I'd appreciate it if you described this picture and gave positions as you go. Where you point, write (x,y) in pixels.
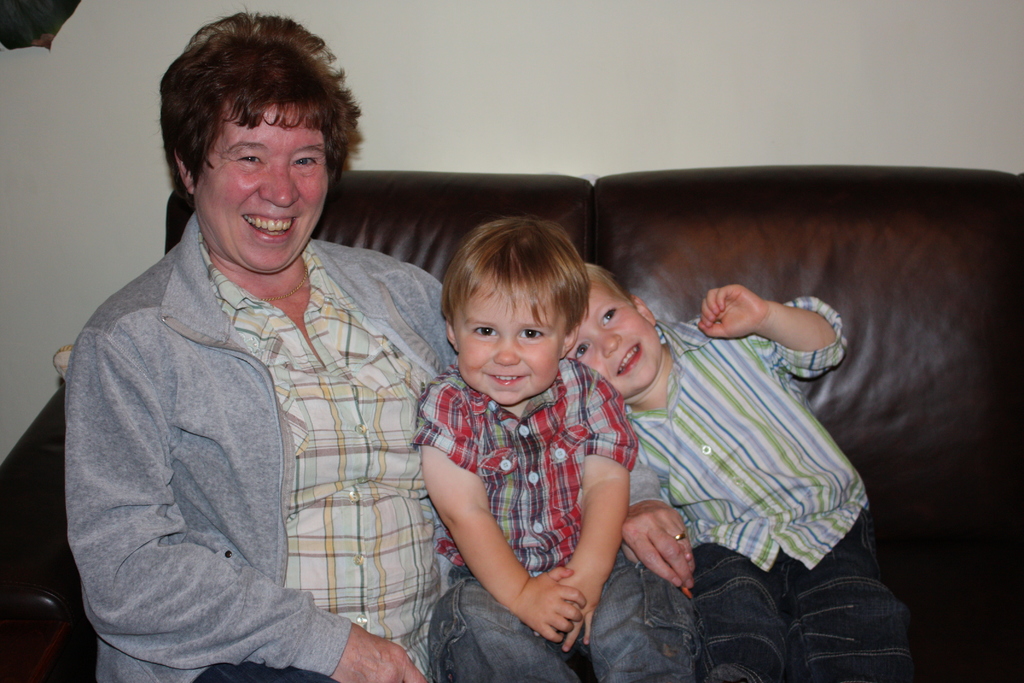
Here we can see a person (196,648) and two kids (704,463) sitting on the sofa (936,421) and they are smiling. In the background (498,103) we can see a wall (72,163).
